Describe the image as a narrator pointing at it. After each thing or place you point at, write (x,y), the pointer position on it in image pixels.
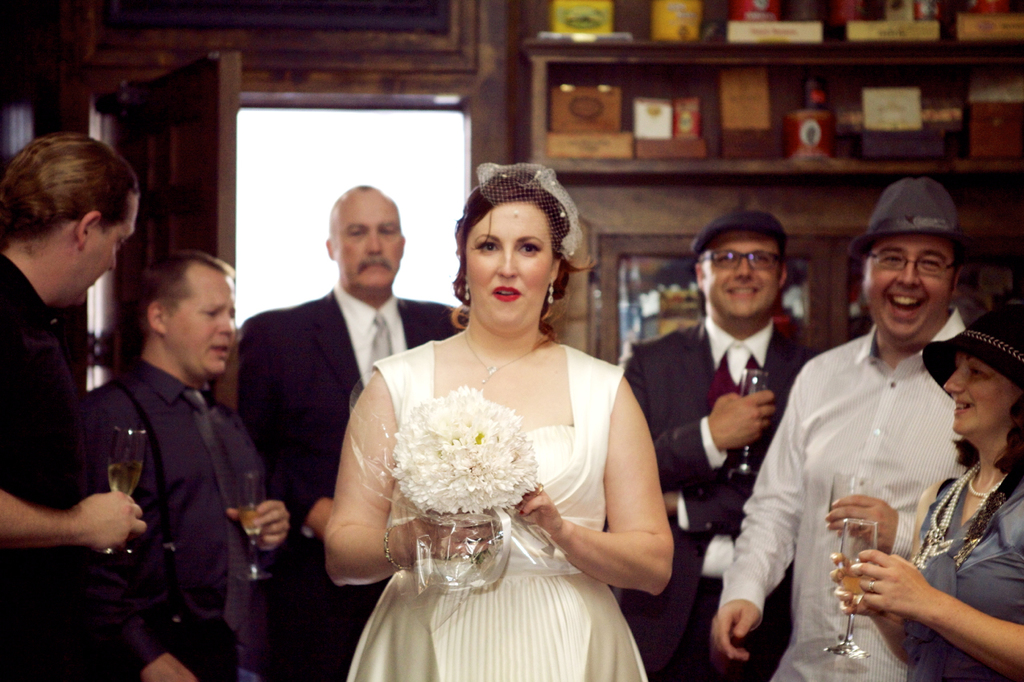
In this picture we can see a group of people (461,356), they are holding glasses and one woman (596,444) is holding a flower bouquet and in the background (565,121) we can see a wooden wall (590,312), door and some objects (581,32).
